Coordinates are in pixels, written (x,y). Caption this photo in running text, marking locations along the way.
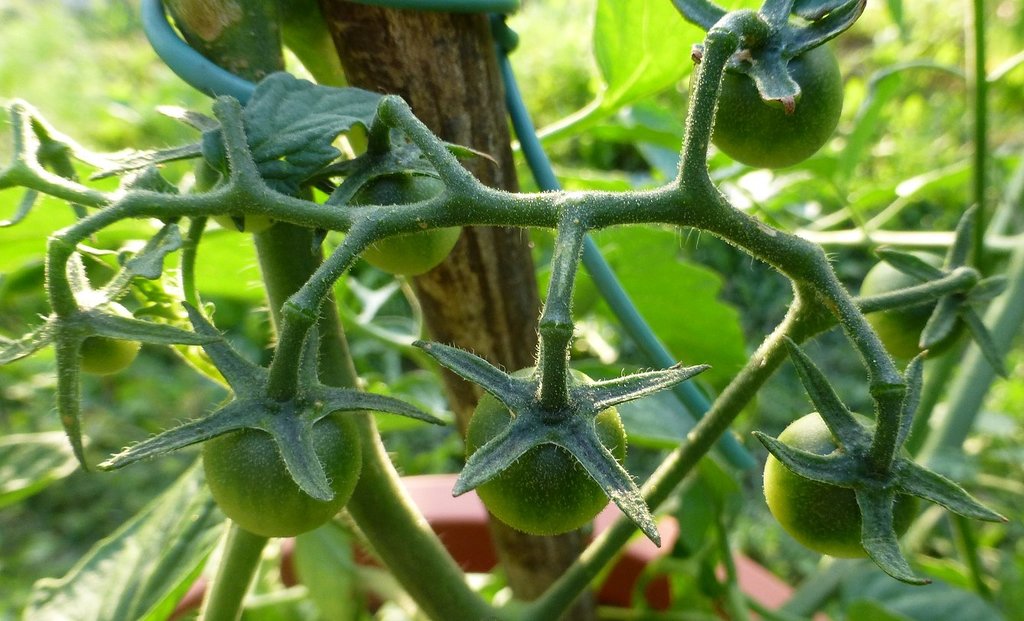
In this picture I can see there are tomatoes (537,423) and leaves (583,187).
